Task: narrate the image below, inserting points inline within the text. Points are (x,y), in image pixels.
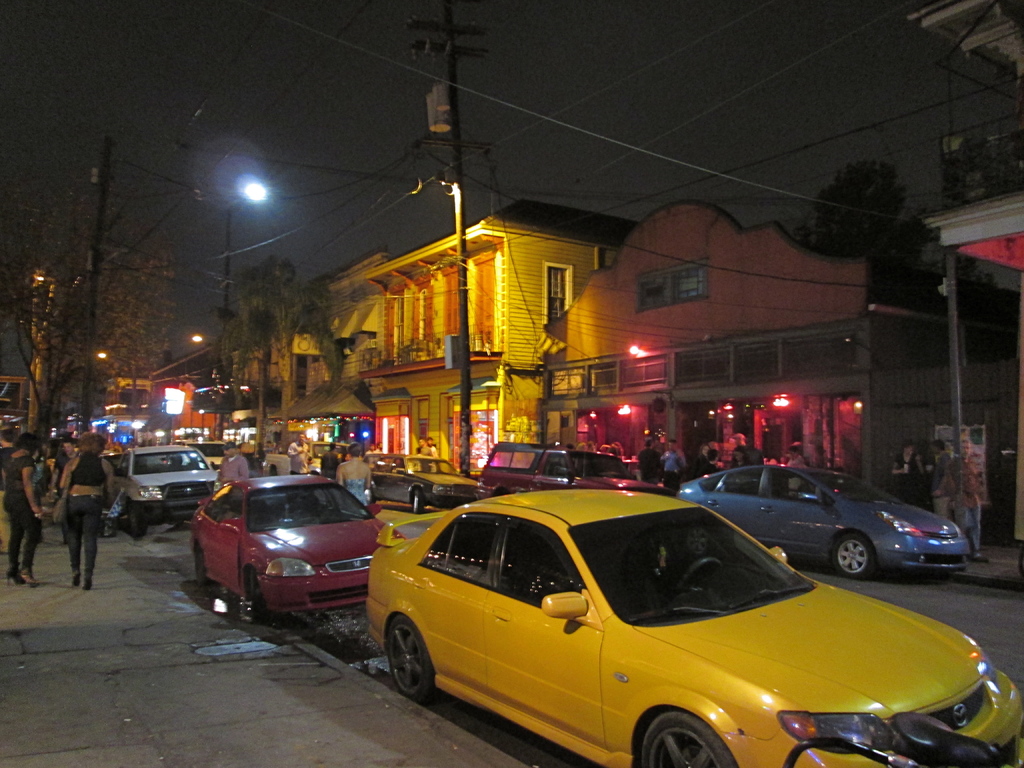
This is a street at night. I can see some cars (264,562) parked on the road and I can see some people (14,478) walking and standing on the road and I can see some light poles (93,308) and trees (146,311) and some buildings (885,327).
